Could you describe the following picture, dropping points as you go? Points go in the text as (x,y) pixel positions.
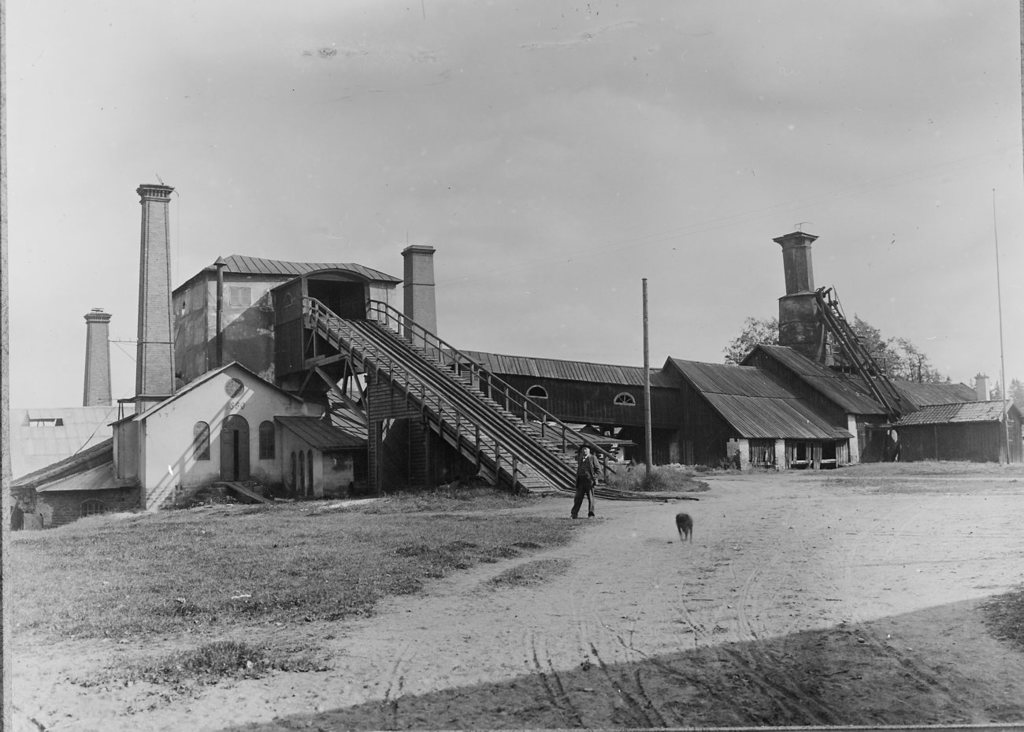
In this image I think it is a factory (1012,428). There is sand (595,544). There is a man (584,457). There is an animal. There are trees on the right (1014,385) backside. There is a sky (983,346).
